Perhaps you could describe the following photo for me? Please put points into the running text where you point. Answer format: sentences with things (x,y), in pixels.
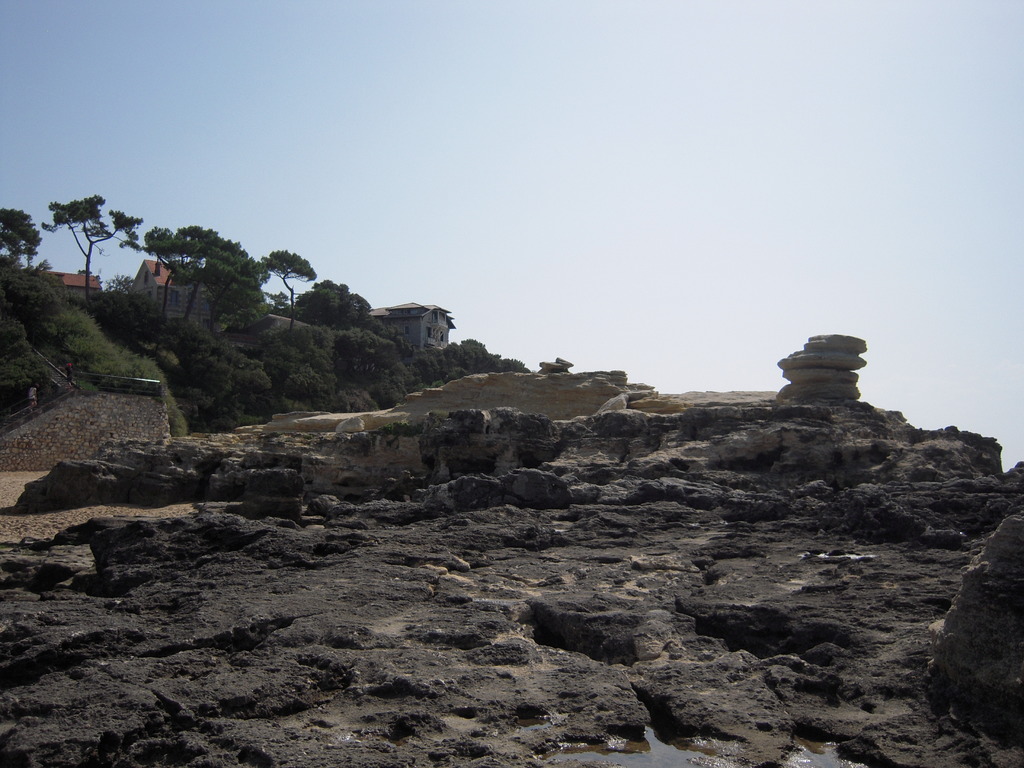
In this image in the front (707,756) there is water (632,740). In the center (408,442) there are stones (789,423). In the background (217,349) there are trees (196,335) and there are houses (419,309).
